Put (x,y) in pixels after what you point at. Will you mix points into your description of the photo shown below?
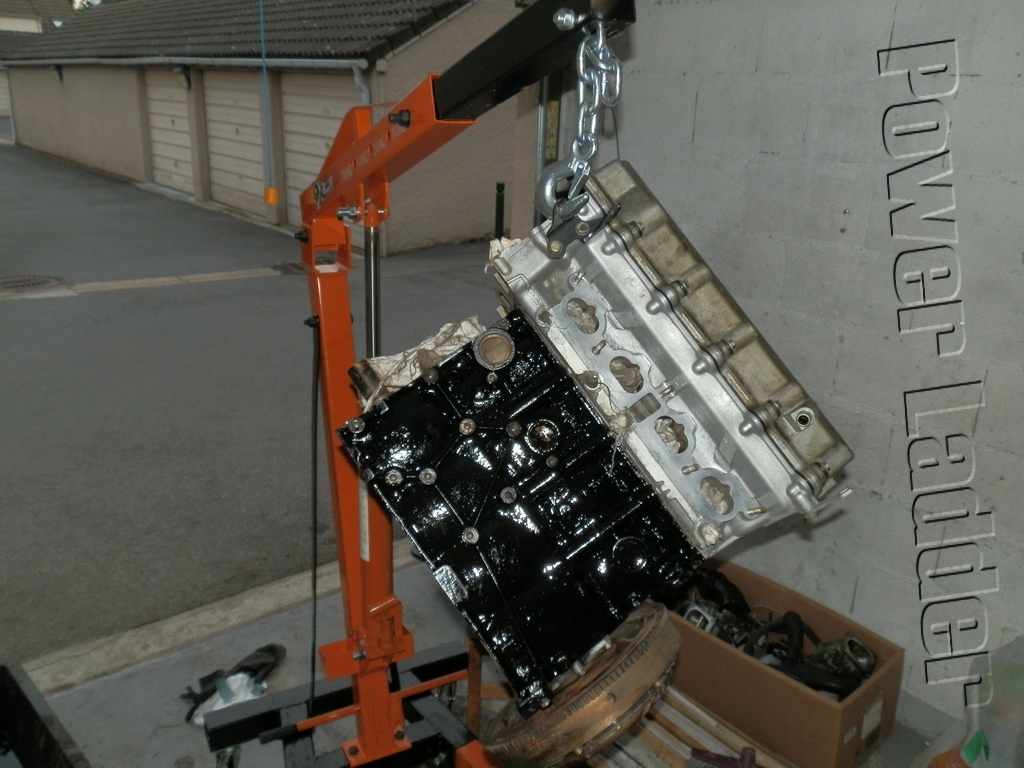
As we can see in the image there is a machine (317,695), box (684,691) and houses (93,24).
